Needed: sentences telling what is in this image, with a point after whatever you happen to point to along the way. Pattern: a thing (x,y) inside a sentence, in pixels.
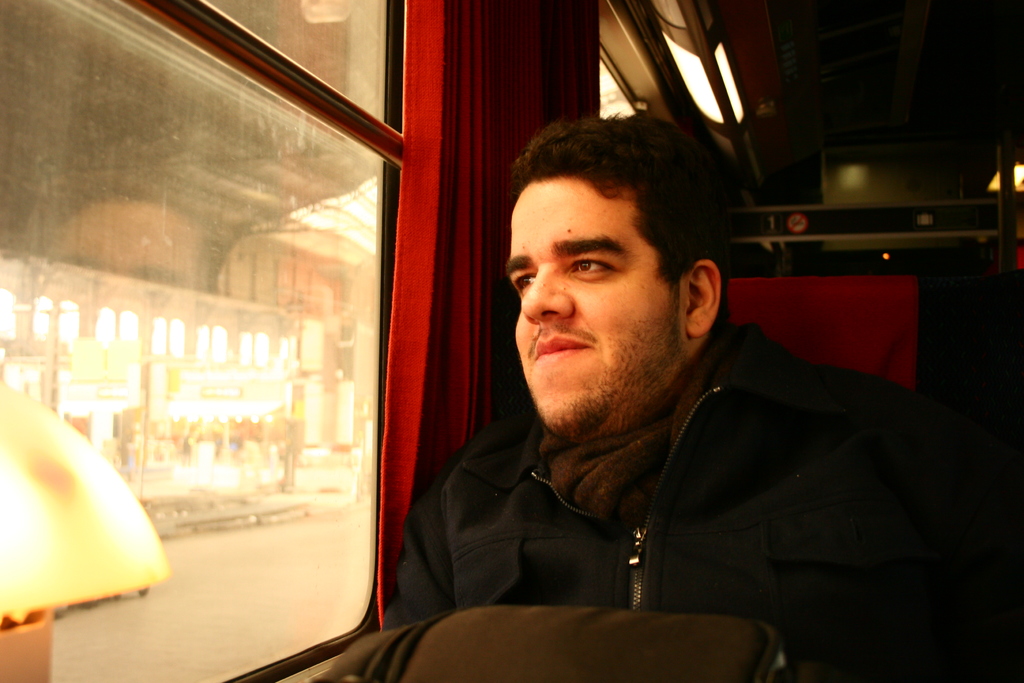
In this image on the foreground (973,554) we can see there is a person (880,641) sitting and looking at someone, and on the left side (224,42) we can see the window (19,384).
